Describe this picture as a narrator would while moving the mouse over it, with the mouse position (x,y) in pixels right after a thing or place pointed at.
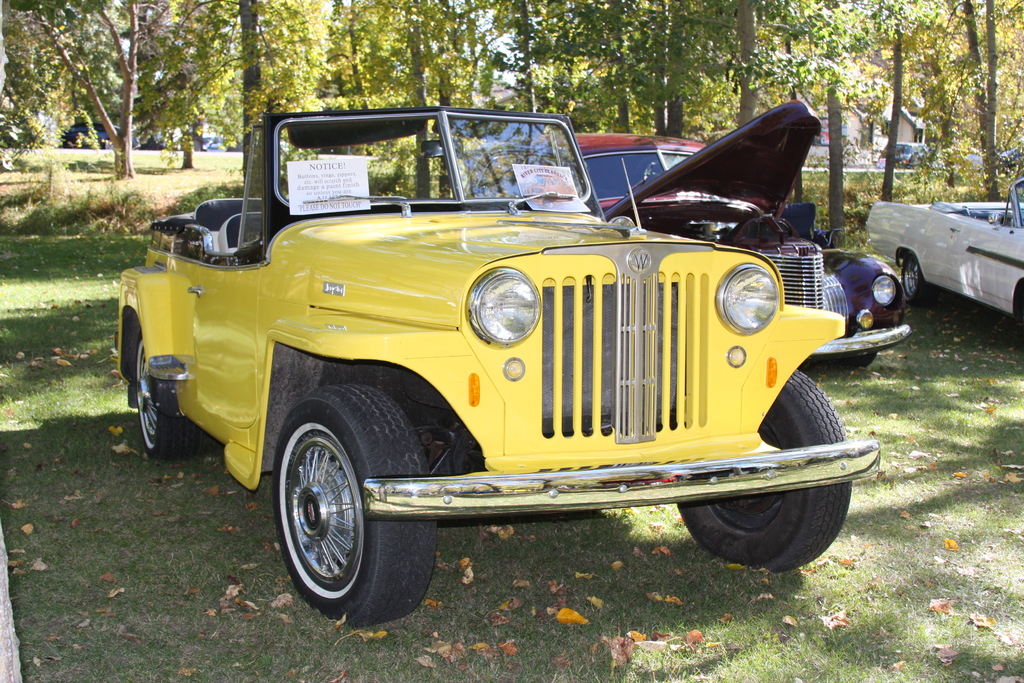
There are vehicles (568,215). On the ground (648,636) there is grass (857,577). In the background (517,67) there are trees (374,40). On the vehicle (405,171) there are some posters (337,194).
